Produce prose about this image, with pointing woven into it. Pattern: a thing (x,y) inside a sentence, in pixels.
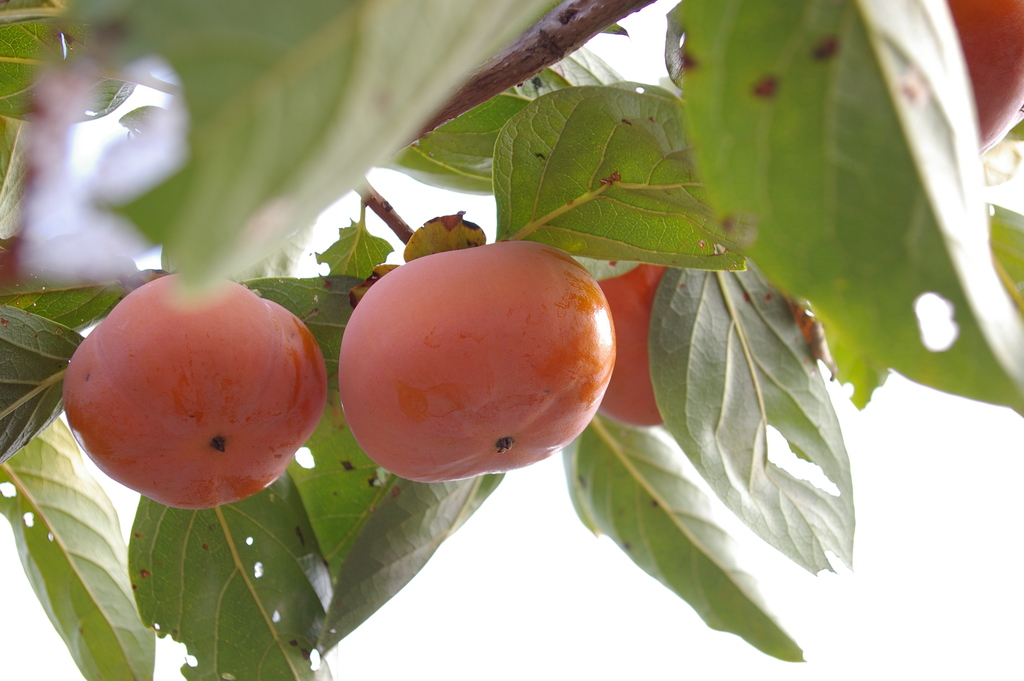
In this image I can see few fruits (459,418) in red color and leaves (614,167) in green color and I can see white color background (460,662).
